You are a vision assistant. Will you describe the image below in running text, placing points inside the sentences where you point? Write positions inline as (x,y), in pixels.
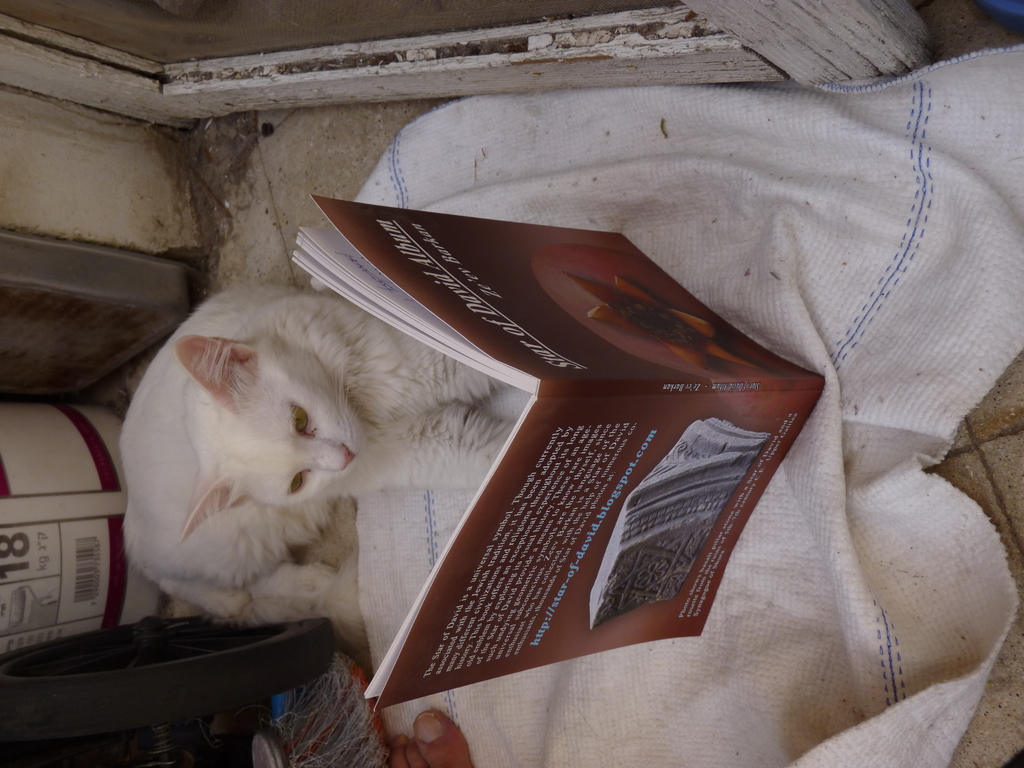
In this picture we can see a cat (347,472) and in front of the cat (429,372) there is a book (496,505). This is a white cloth (880,420). This is a floor (321,156). Beside to the cat (286,306) this is a door (276,50). Here we can see a feet (426,741) of a person (418,725). This is a wheel (184,700).
